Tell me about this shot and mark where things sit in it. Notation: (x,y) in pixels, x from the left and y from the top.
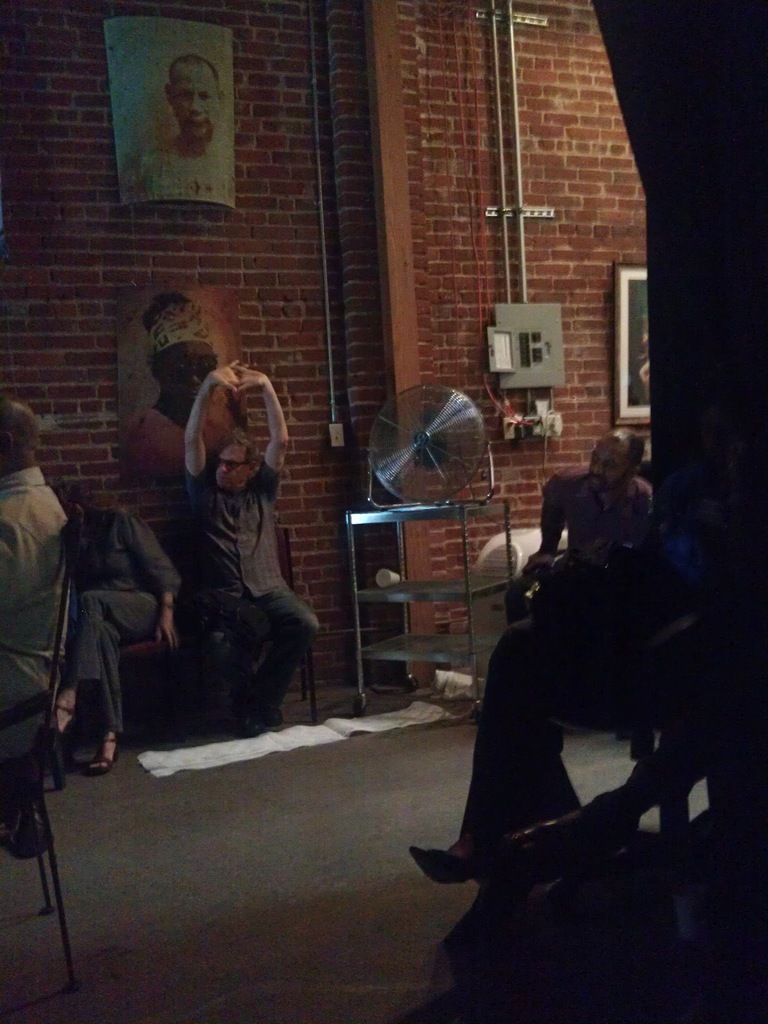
In the image we can see there are people (153,624) sitting on the chair (58,661) and there is table fan (399,454) kept on the table (443,594). There are photo frames (202,197) kept on the wall (557,231) and the wall (557,231) is made up of red bricks (450,264). There is a machine (528,357) attached to the wall (455,563).
